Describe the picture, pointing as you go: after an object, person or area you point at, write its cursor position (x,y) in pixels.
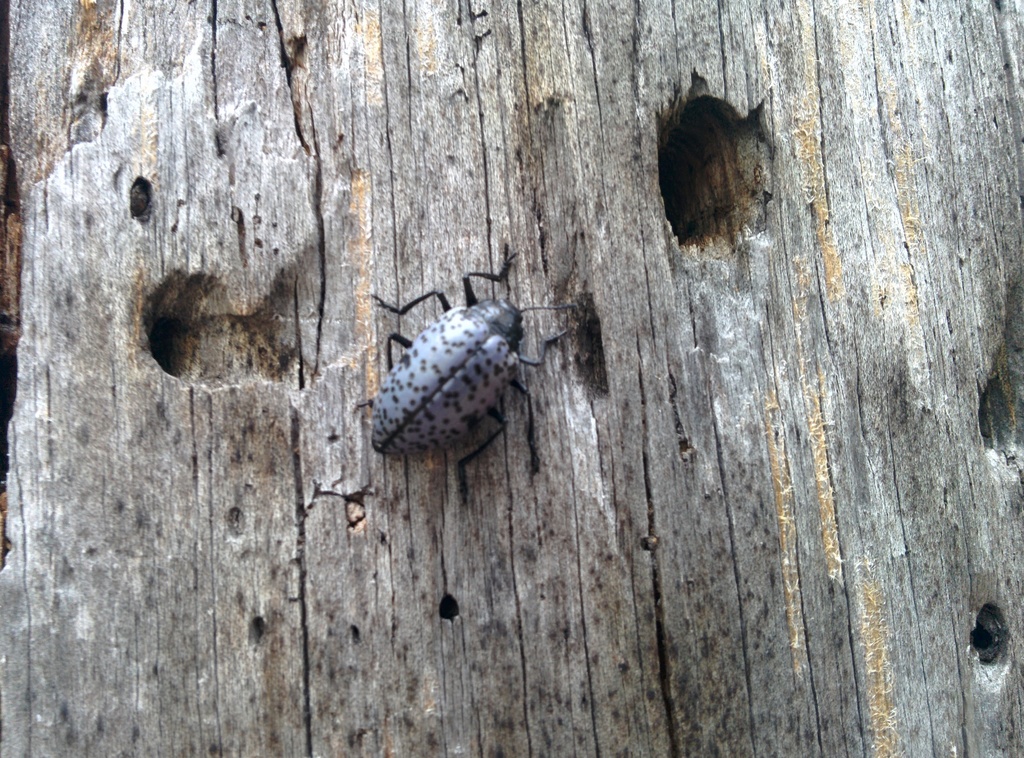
This image consists of an insect (479,401) on the tree (533,493). In the background (305,91), there is a tree (250,506).
